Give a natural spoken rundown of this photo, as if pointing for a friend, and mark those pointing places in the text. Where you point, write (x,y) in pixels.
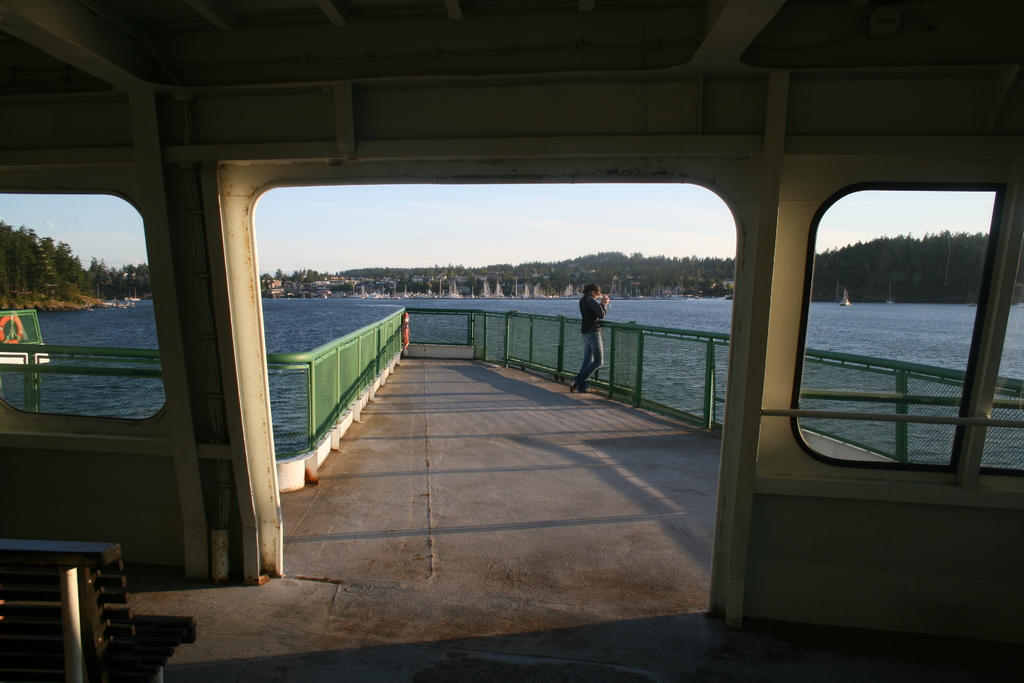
This image is taken from a room (630,115) having a bench (116,572). Behind the wall (810,571) there is fence (693,351). A person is standing before a fence (621,355). There is water (714,315). Behind there are few trees (476,283) on the land (409,277). Top of it there is sky (446,237).
